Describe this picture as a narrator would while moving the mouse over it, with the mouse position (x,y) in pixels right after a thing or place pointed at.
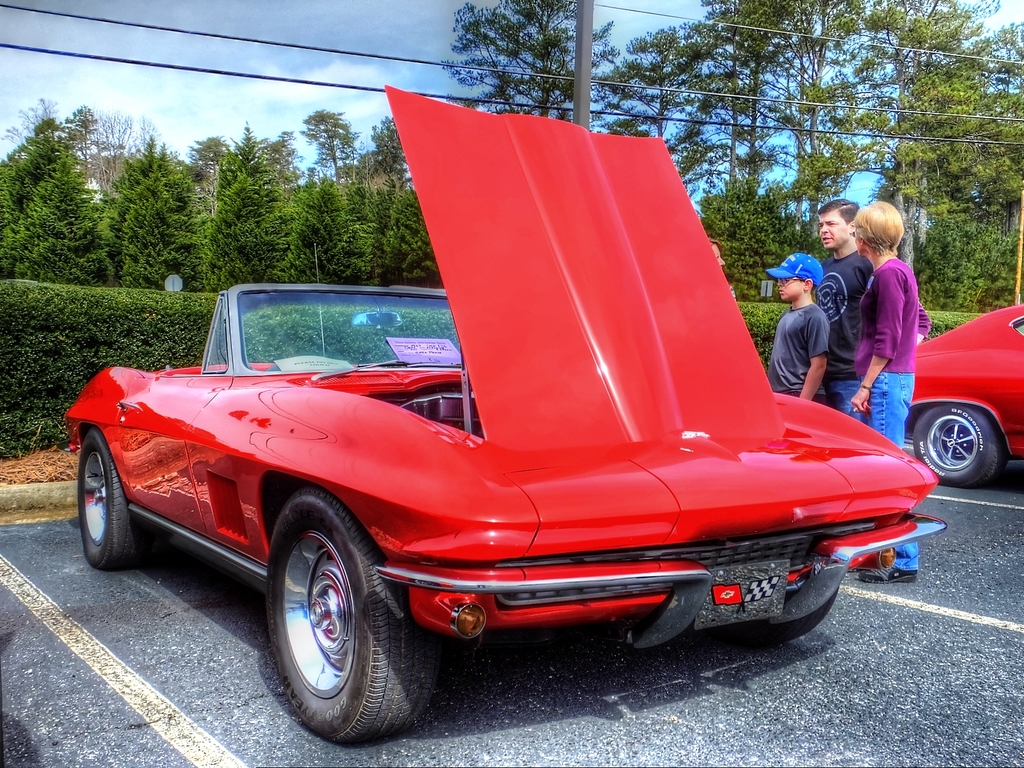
In this image I can see two cars (783,445) and four persons (886,356) on the road (965,489). In the background (323,90) I can see plants (340,213), trees (108,210), wires (253,77) and the sky (338,82). This image is taken during a sunny day on the road (203,572).
